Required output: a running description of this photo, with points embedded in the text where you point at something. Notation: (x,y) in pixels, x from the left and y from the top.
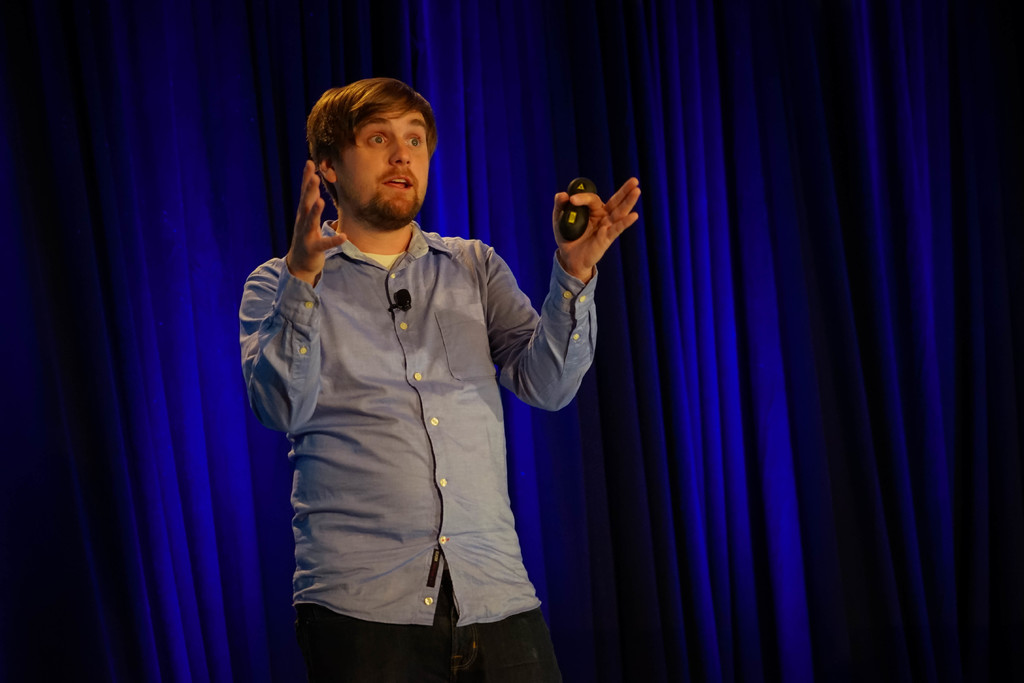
There is a person (356,153) in blue color shirt (338,442), holding an object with one hand (607,206), wearing a mic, speaking and standing on a stage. In the background (716,136), there is a violet color curtain (191,170).
